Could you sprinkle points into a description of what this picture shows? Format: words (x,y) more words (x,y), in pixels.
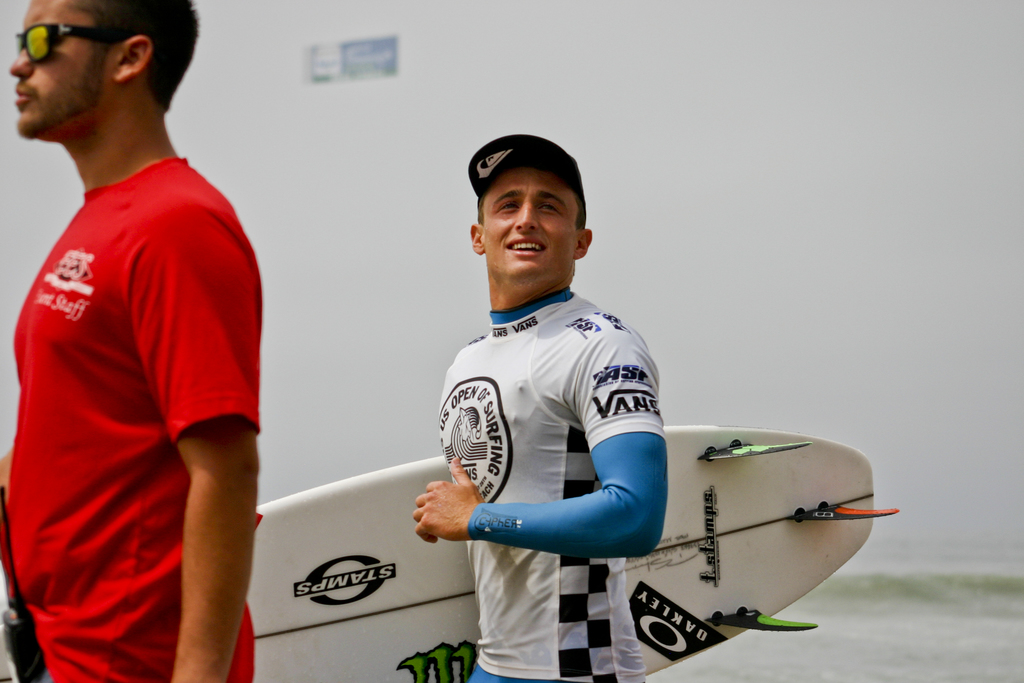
In this picture there are two men (92,664) standing one is on the left (165,290) another person (453,496) is in the center (575,322), is smiling and is holding a board (793,502) in hand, and in the backdrop (915,613) there is a water body (898,566) and the sky (778,160) is hazy.
